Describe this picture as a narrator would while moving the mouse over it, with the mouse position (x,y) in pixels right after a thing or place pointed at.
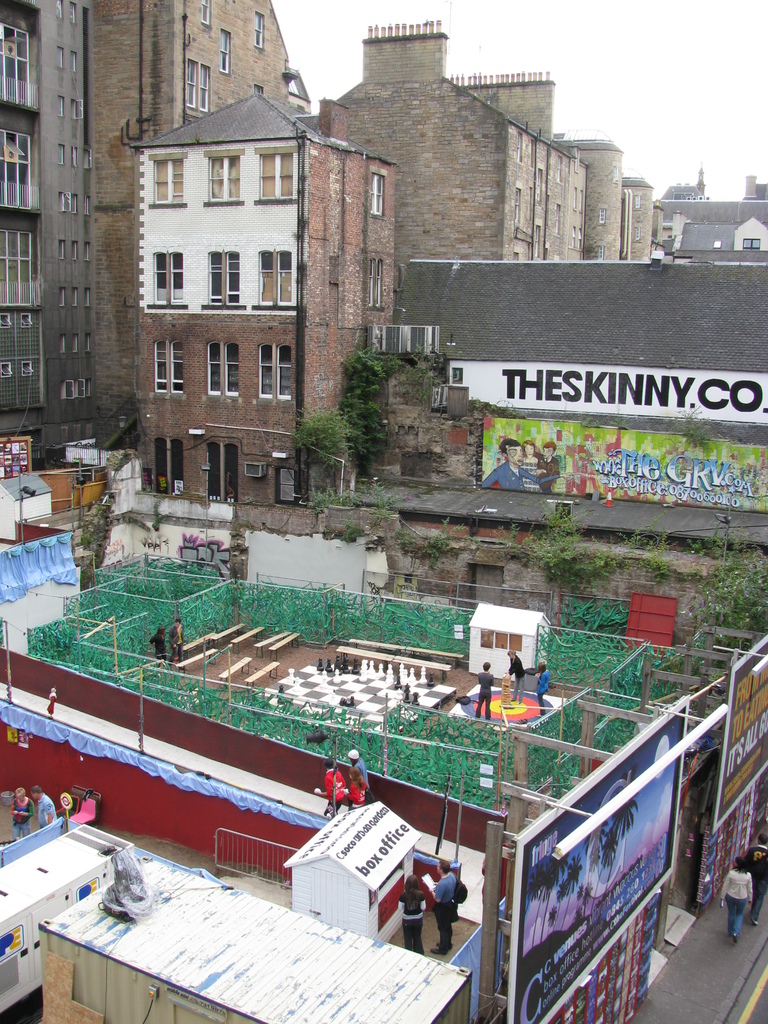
In this picture there is a model of chess (353,702) on the terrace (259,683) and there are people (520,666) in the image and there are posters (714,843) on the wall (662,371) and there are buildings (666,339) in the background area of the image (450,341) and trees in the image.
